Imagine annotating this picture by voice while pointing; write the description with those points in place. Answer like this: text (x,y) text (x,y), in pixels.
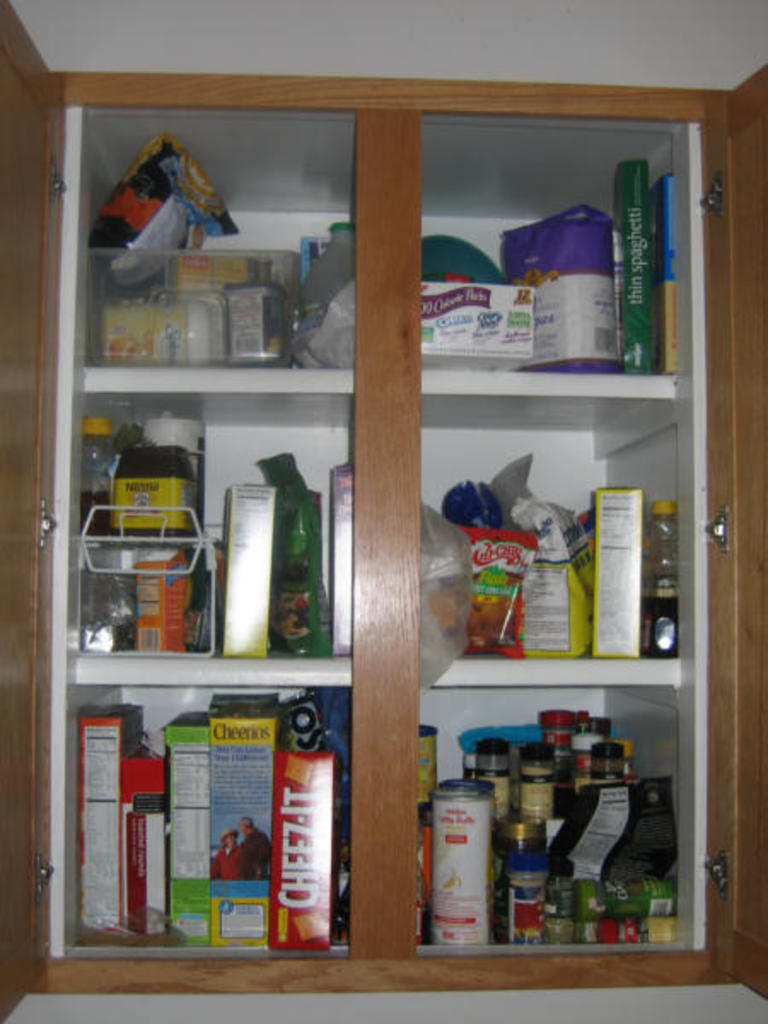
In this image we can see objects (172,489) placed in the racks (492,451).
